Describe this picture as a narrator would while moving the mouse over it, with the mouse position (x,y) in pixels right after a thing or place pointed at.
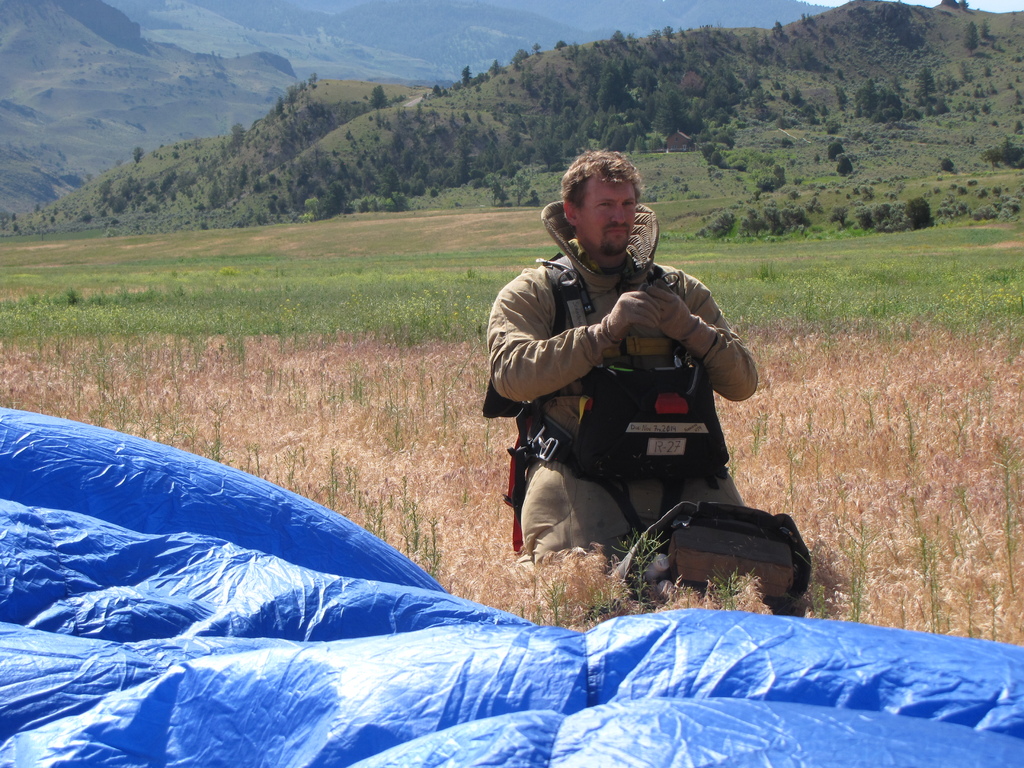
There is a person (561,339) wearing a jacket (579,333), gloves (668,289). In front of him there is a bag (715,571). Also there is a blue color sheet (345,696). In the back (273,334) there are plants (308,305). In the background (367,124) there are hills (297,105) with trees (671,122).
